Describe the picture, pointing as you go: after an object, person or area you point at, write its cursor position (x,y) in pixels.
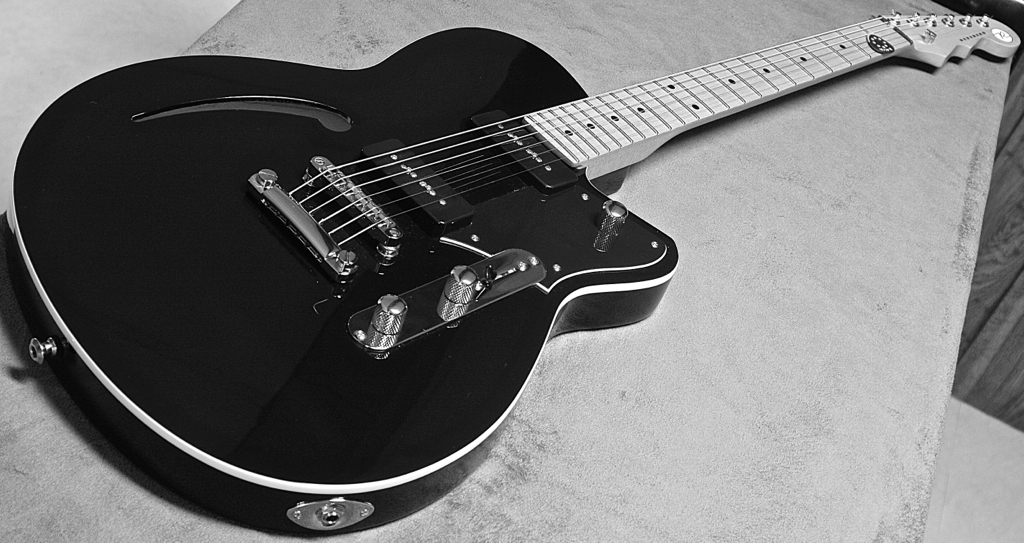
In the image we can see there is a black and white picture and there is a guitar (648,114) which is kept on a table (756,269).
